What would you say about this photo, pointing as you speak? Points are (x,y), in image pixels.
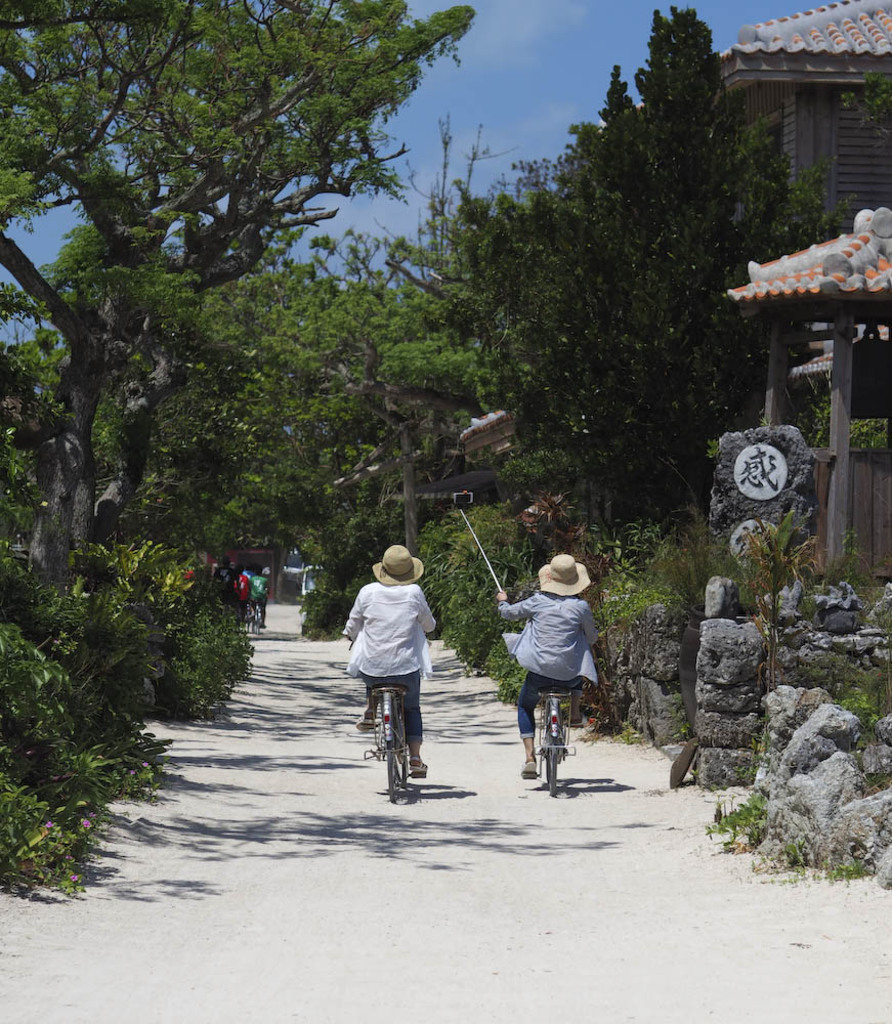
In the center of the image (412,667) two persons (418,613) are riding bicycle (559,695) and wearing hat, one person (547,685) is holding mobile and selfie stick (489,564) in his hand (499,596). In the background of the image (364,466) we can see trees (665,408), buildings (828,301) are there. In the middle of the image (390,620) two persons (257,596) are there. At the top of the image (486,44) clouds (514,27) are present in the sky (499,184). At the bottom of the image (496,855) ground (496,878) is there. On the right side of the image (734,654) rocks (737,685) are there.
